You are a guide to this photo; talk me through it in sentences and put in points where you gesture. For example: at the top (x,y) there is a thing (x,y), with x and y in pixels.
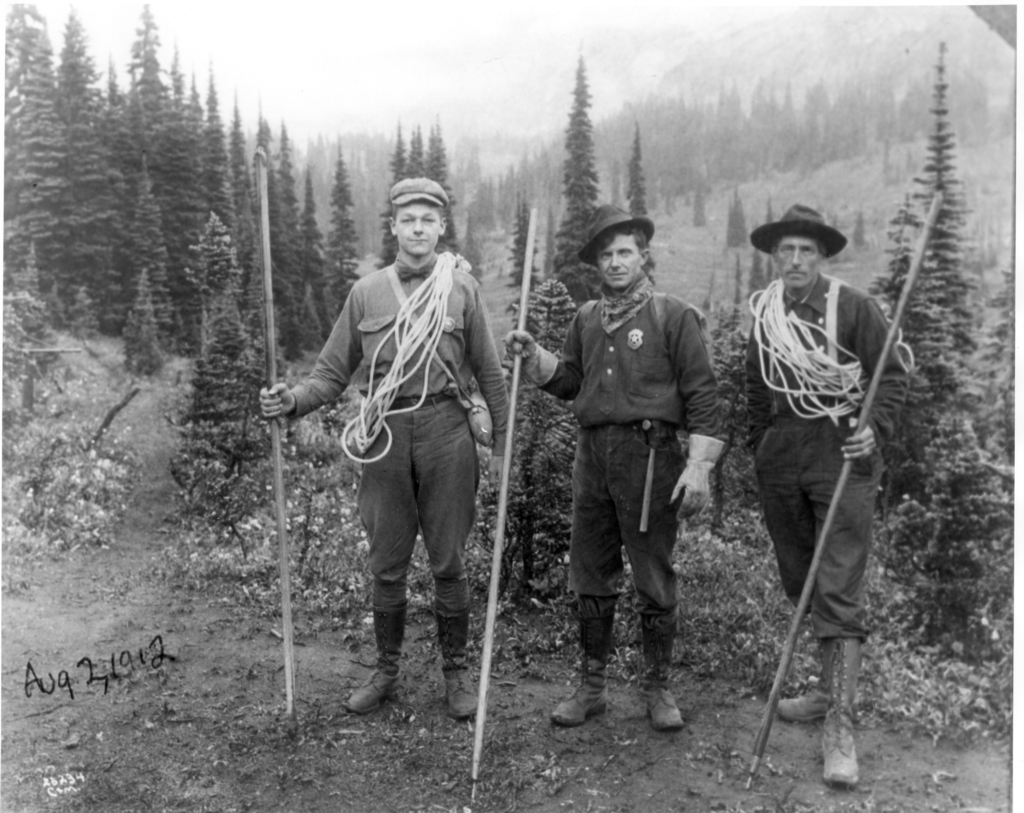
This is a black and white image. I can see three persons (610,394) standing and holding the sticks (284,555). There are plants (85,510) and trees (334,193). In the background (535,191), I can see a hill (533,187). On the left side of the image (171,650), there is a watermark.
